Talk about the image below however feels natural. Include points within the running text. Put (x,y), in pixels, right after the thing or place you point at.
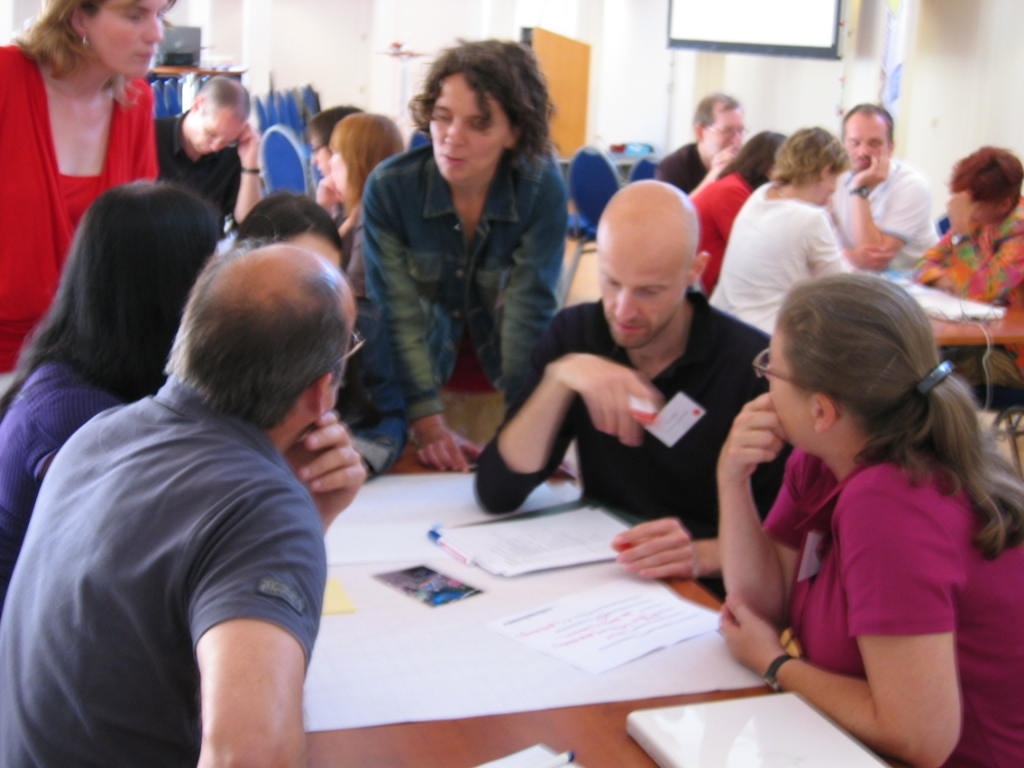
This is the picture of a room (441,356). In this image there are group of people (974,223) sitting and there are two persons (460,213) standing. There are papers (390,547) and devices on the table (598,762). At the back (693,5) there is a screen (816,9) and there are chairs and there is a computer (158,56) on the table (191,70).
